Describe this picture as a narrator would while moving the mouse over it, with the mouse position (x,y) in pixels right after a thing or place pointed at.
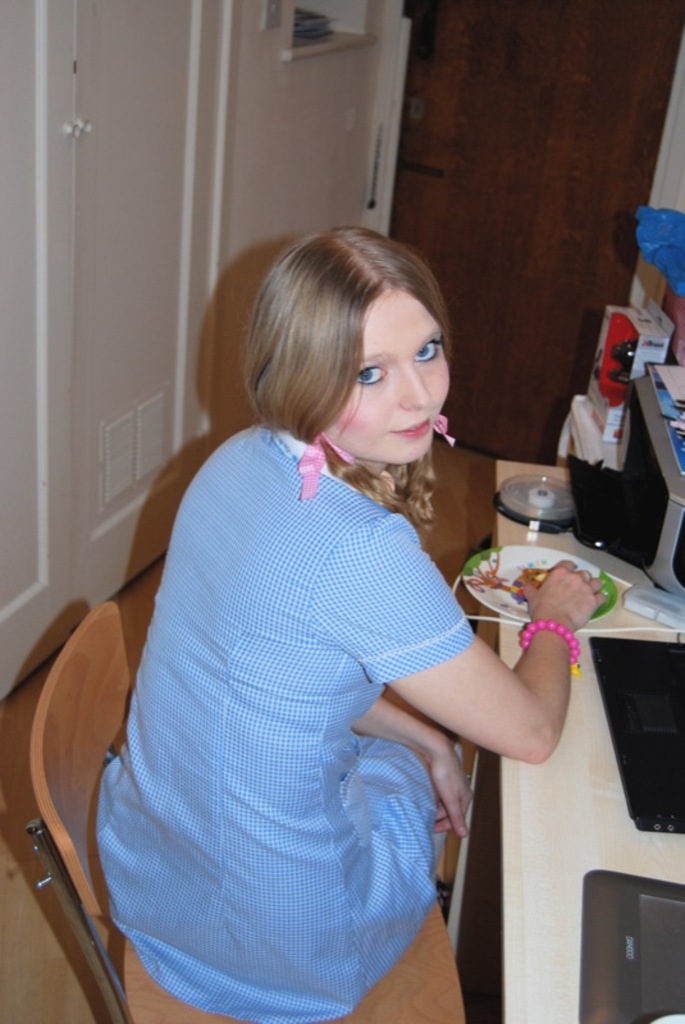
Here we can see a woman (299,451) is sitting on the chair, and in front (600,733) here is the table (564,739) and plates (563,553) and some objects (650,424) on it, and in front here is the door (515,136).
